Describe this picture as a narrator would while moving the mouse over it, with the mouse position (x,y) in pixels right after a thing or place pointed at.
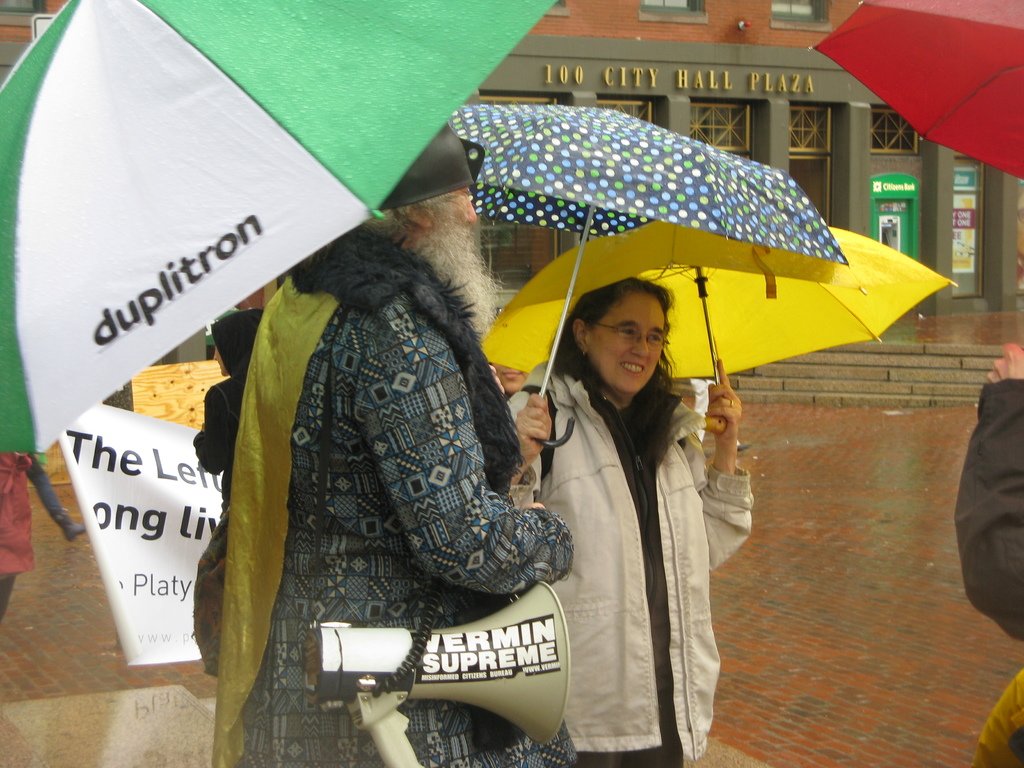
In this image, we can see people (616,371) wearing coats (571,380) and holding umbrellas (534,154) and one of them is wearing a cap (405,202) and holding a horn (510,674). In the background (125,466), we can see a banner (151,445), table (193,414) and there is a building (848,168). At the bottom (816,543), we can see stairs (861,395) and floor (816,640).
